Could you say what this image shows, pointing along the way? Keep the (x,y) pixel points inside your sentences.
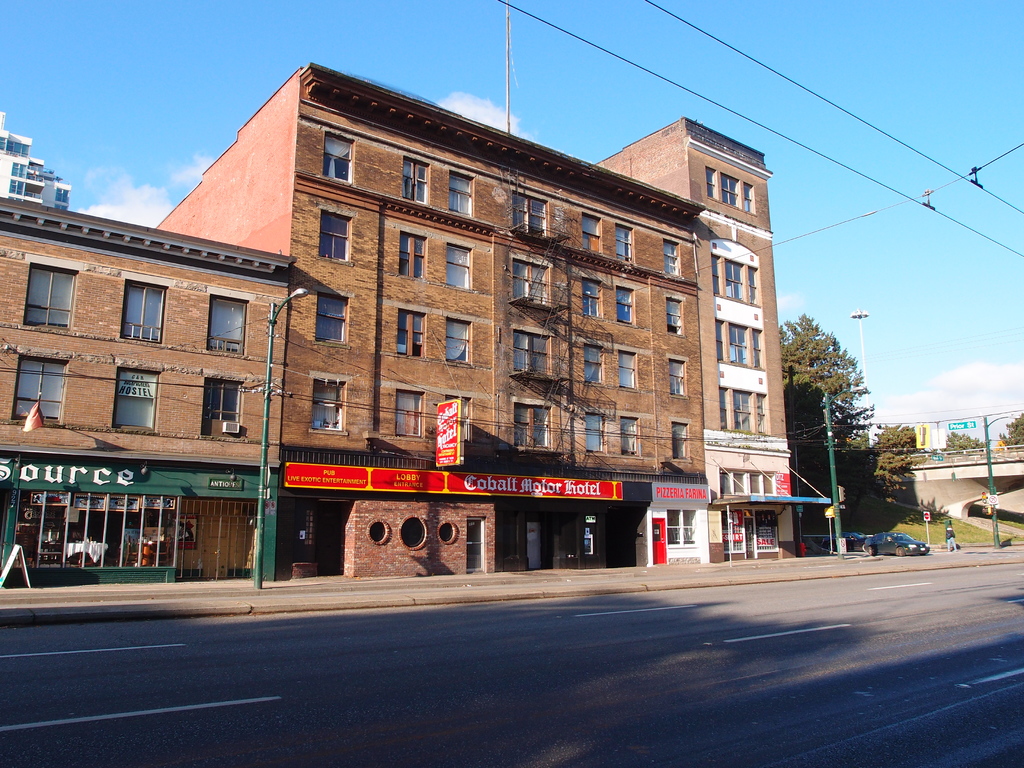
At the bottom (568,703) we can see road (481,637). In the background (275,258) we can see buildings (23,279), light poles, windows (134,531), hoardings (27,463), glass doors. On the right side (860,478) we can see trees (886,494), vehicles (899,547) on the road (944,577), a person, poles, bridge (944,460) and grass (943,537). In the background (940,167) we can see clouds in the sky (488,19).
